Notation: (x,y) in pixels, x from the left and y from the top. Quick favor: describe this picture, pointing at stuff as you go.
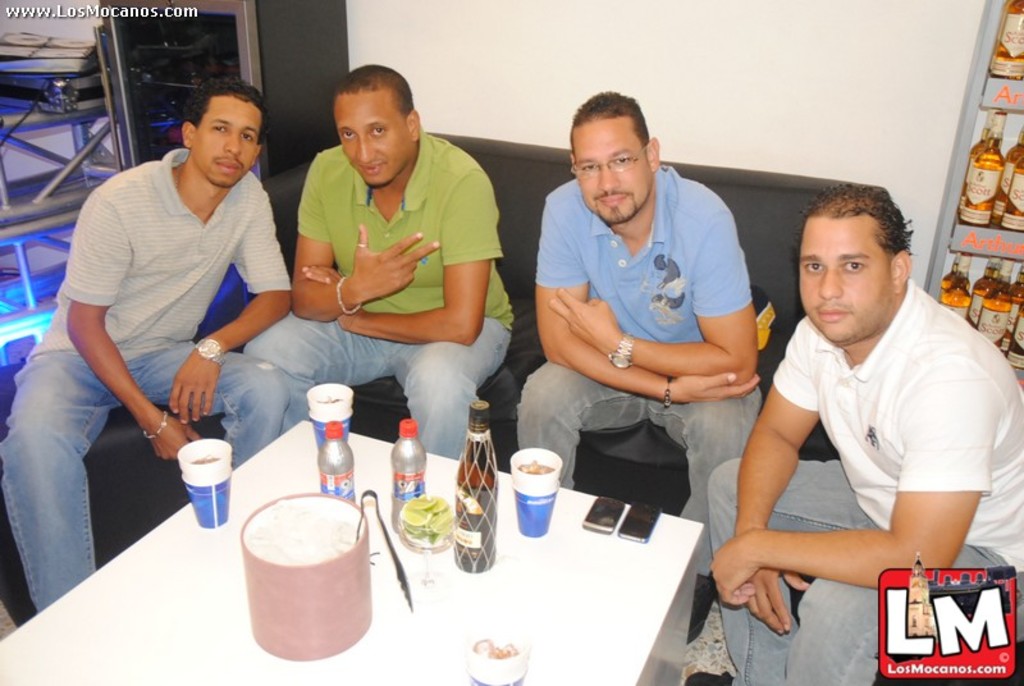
In this image there are four persons (410,309) sitting on the couch (504,225), there are mobiles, glasses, bottles (482,539), ice cubes (287,510) in a bowl (280,582) with a serving tool (366,511) on the table (67,668), there are glass bottles (1002,291) in the shelves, there are some other items (75,185) and watermarks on the image.
